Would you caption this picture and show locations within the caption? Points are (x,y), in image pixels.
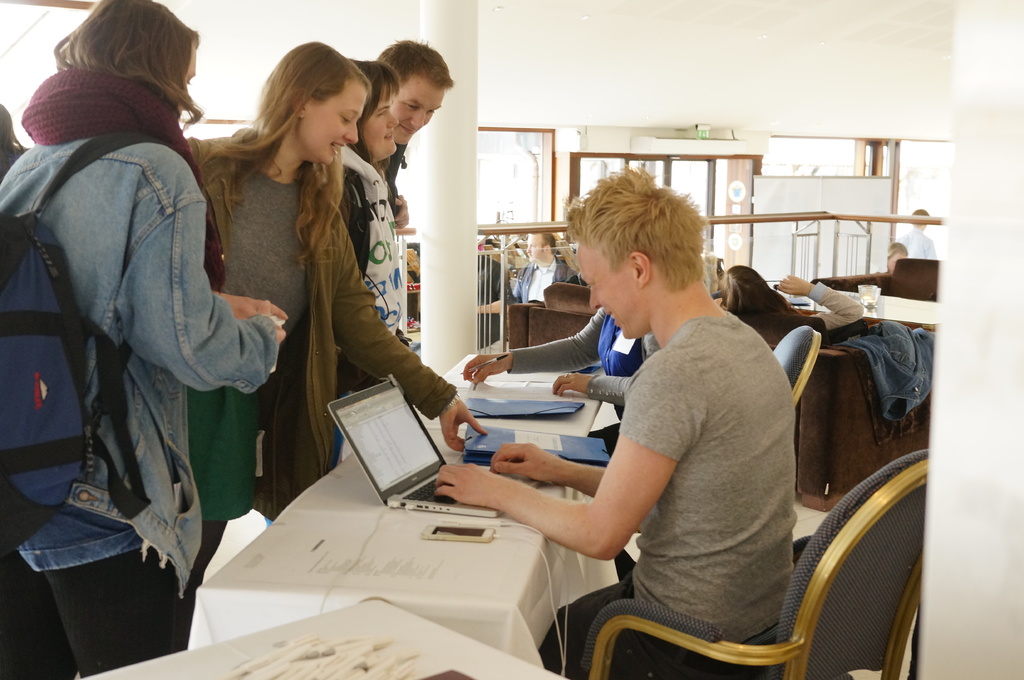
On the left hand side (63,192), there are group of people (356,169) standing and laughing. In front of them, there are persons (648,231) sitting and laughing. One of them is holding a laptop (428,465) which on the table (394,558). There are files (539,446), mobile (472,539) on that table (451,573). In the background (483,247), there are other persons (537,263) standing, glass window (868,166), woman (776,306) sitting, clothes (910,345) and other items (865,290).
